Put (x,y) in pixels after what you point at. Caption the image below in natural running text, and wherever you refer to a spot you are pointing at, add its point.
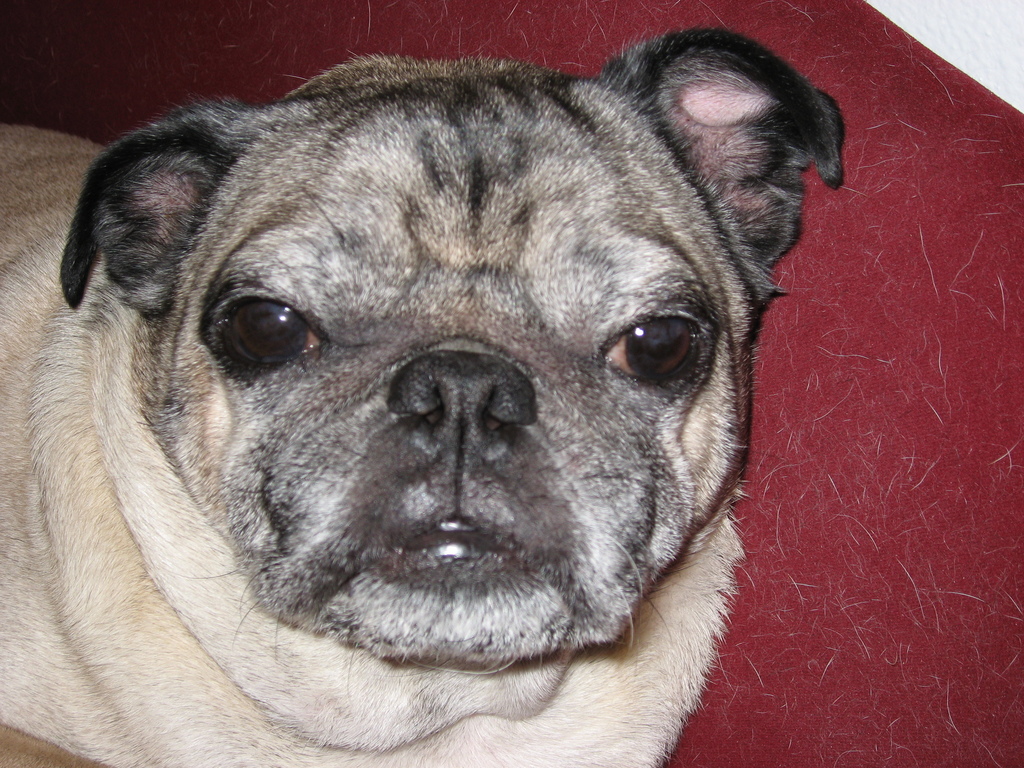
There is a dog (456,468) on a red surface (833,383). On the surface (826,578) there is hair (882,574).
